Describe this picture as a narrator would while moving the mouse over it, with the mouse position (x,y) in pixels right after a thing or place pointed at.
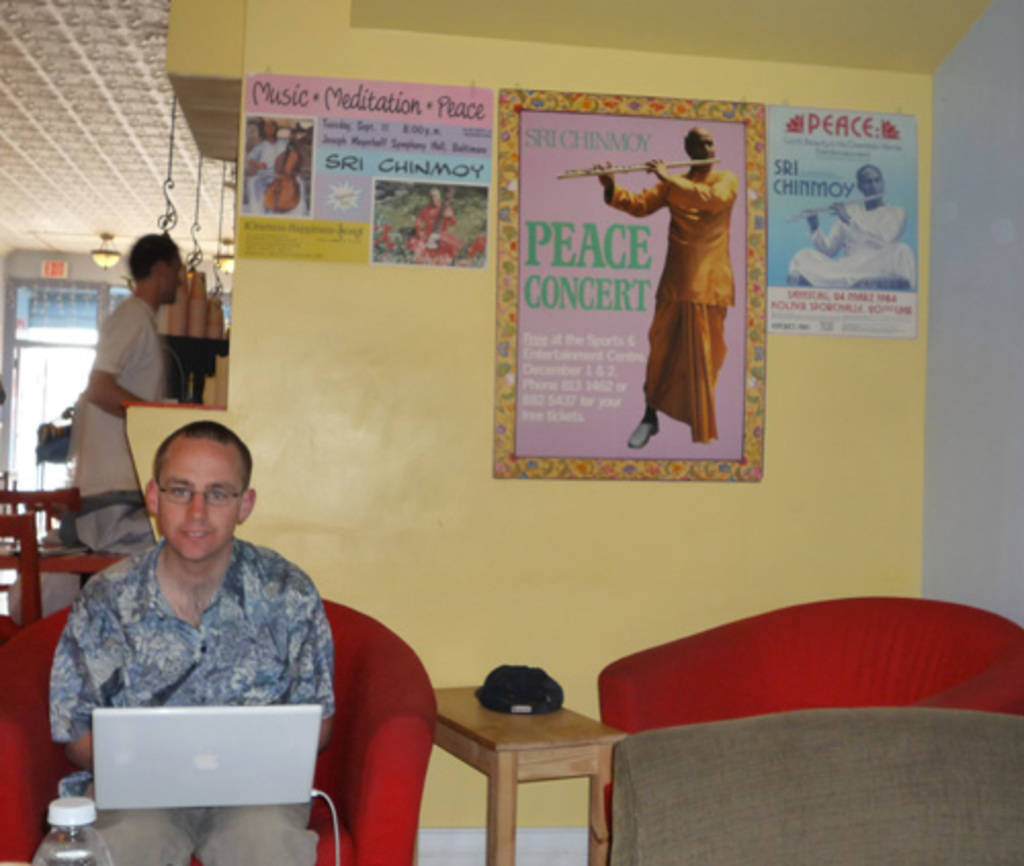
In this picture we can see man (189,502) sitting on chair (328,755) and on him there is laptop (224,765) in front of him there is bottle (90,839) beside to him table (454,729) and on table (470,697) we can see some cloth (518,683) and in the background (315,462) we can see man (147,261) standing, lamp (106,237), wall (307,74) and three posters (606,212) to that wall (493,178).
